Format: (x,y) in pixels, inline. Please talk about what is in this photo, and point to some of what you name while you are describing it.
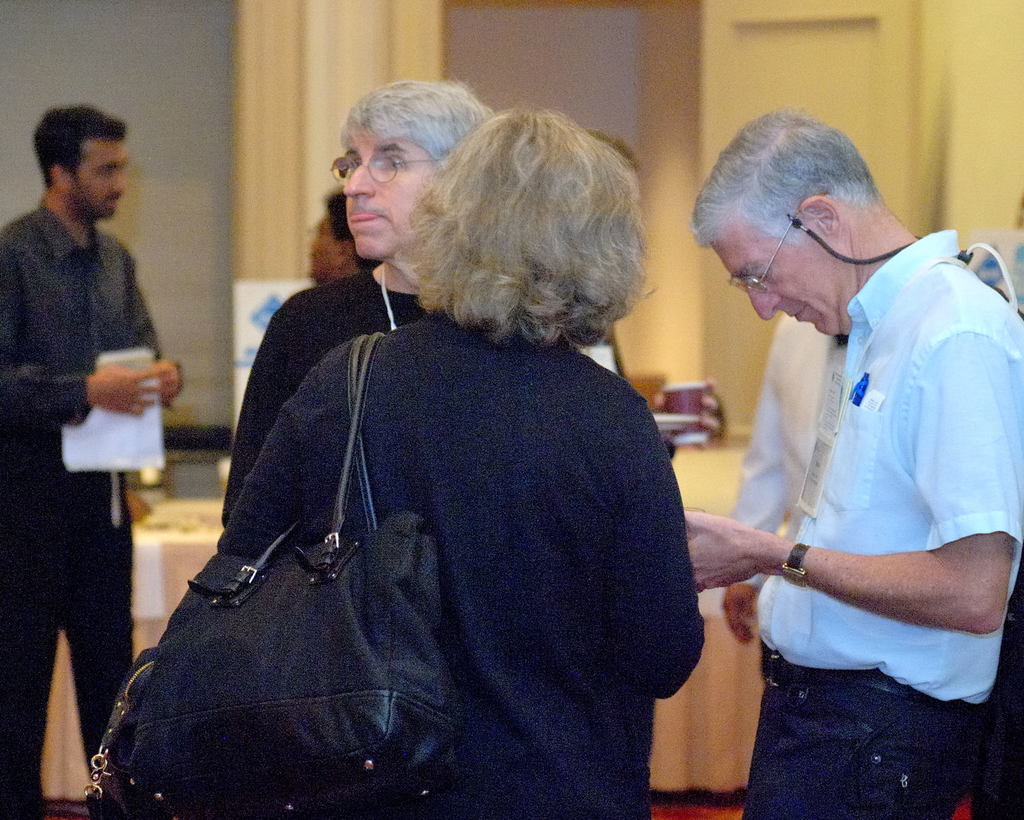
This image consist of many people (310,444) standing. It looks like a conference hall (313,596). In the front (506,591), the woman (460,575) is wearing black dress (453,527) and a black bag (336,600). To the right (908,597), the man (917,557) is wearing sky blue shirt (881,382) and blue jeans (881,732). In the background (309,87), there is a wall (353,92).
